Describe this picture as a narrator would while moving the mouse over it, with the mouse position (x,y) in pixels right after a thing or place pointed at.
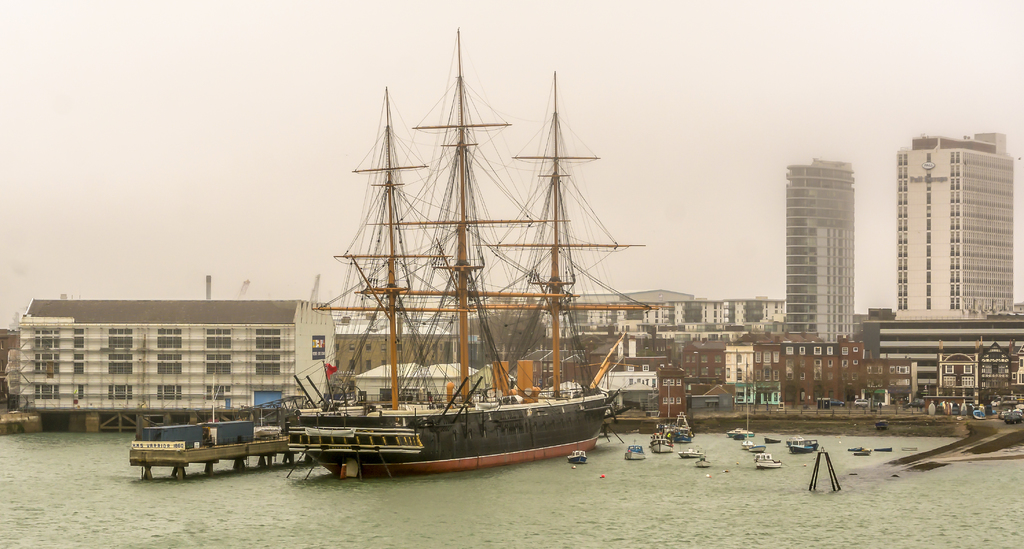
In this image there is the water (505,516). There are boats (678,432) and a ship (383,421) on the water (353,516). Beside the ship (355,446) there is a dock (268,454). Behind the ship (448,428) there are buildings (405,341) and skyscrapers (926,289). To the right (996,409) there are vehicles (1008,414) and people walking on the road (908,409). At the top (457,62) there is the sky (521,49).
